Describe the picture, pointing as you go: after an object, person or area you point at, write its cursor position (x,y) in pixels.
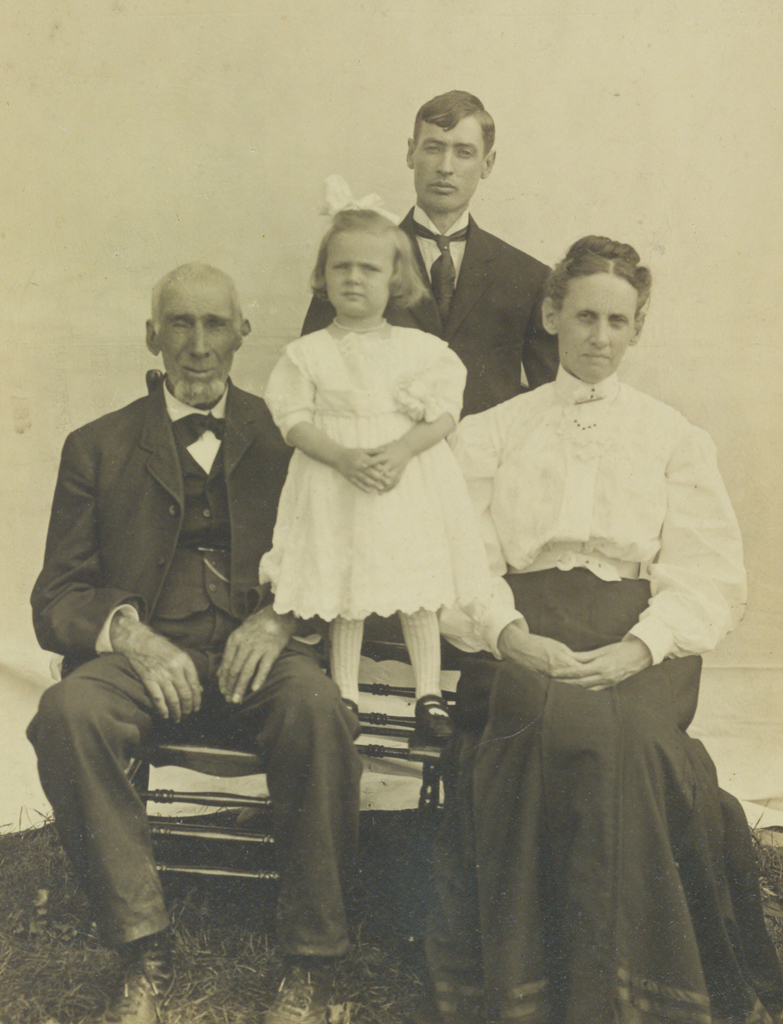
It is an old picture there a man (191,521) and a woman (599,634) are sitting on a bench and between them a baby (325,558) is standing and behind these three people (420,453) there is another man (458,208) standing on the grass (196,848).
